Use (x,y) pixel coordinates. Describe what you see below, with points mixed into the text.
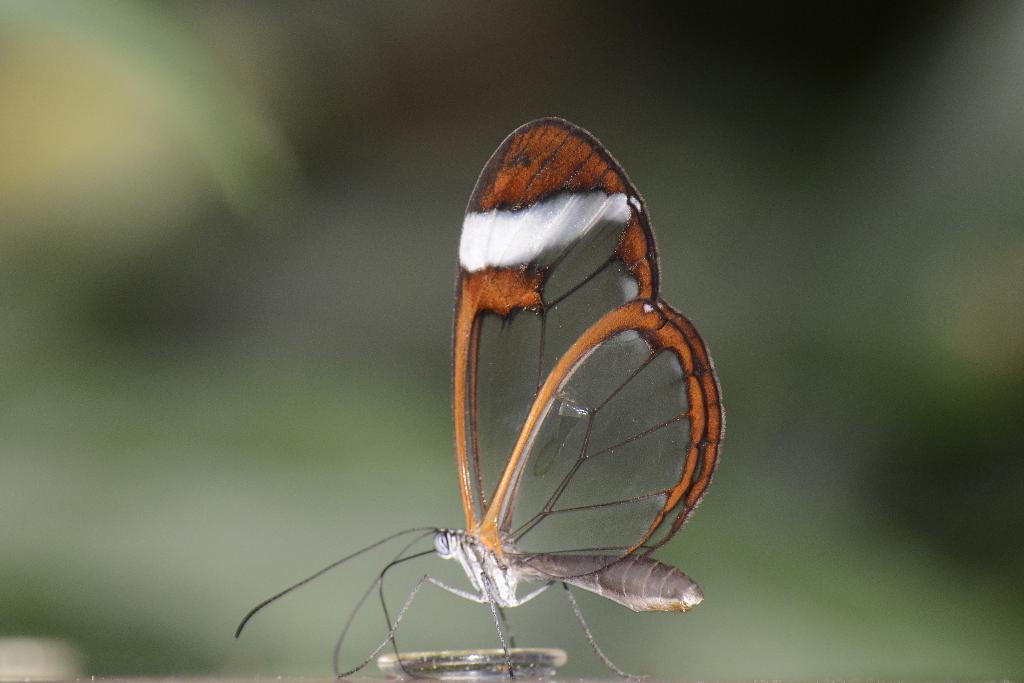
In this image I can see a butterfly (530,506) which is black, orange, white and ash in color. I can see the blurry background (233,321) which is green and black in color.
